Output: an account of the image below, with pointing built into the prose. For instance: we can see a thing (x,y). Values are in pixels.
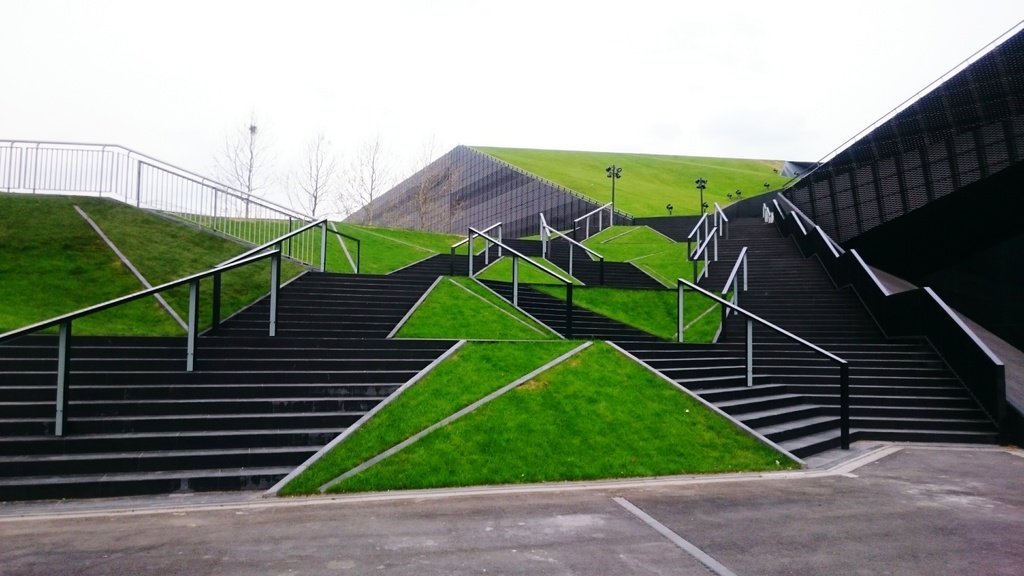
In this image there is a building (486,175) and there are stairs (52,346) and railings (189,335). In the background (204,154) there are trees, poles (699,183) and sky (521,112). At the bottom (637,533) there is a road (674,541).
